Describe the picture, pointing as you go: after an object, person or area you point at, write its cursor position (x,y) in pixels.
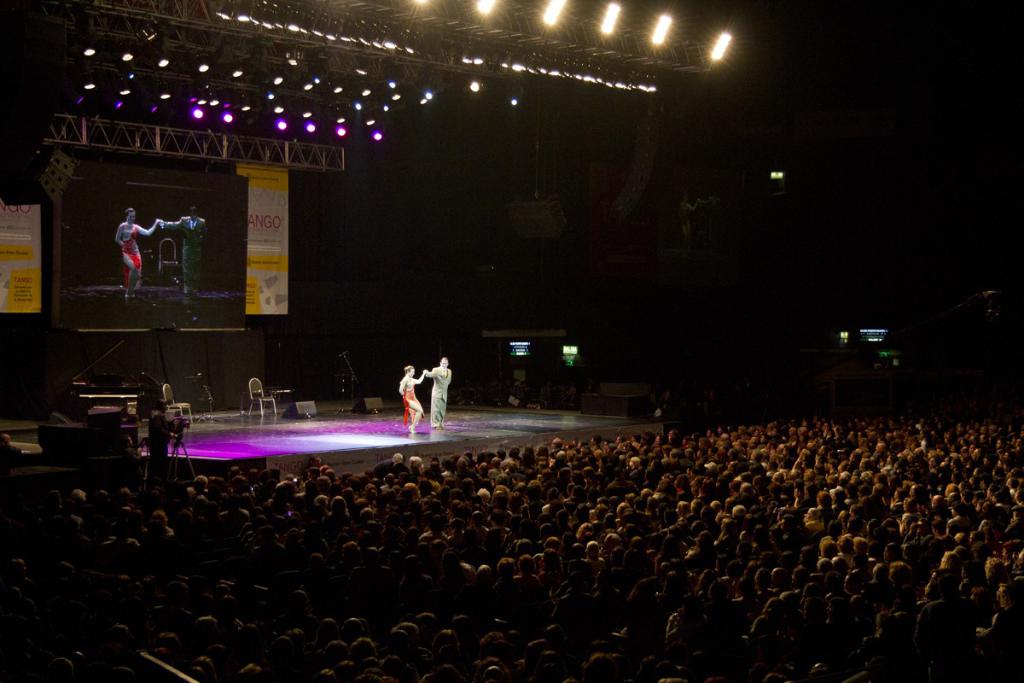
In this picture we can see a group of people (456,654) sitting on chairs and in front of them we can see two people (440,395) standing, chairs (256,394) and some objects (130,414) on stage (379,426) and in the background (498,399) we can see a screen (108,265), banners (277,275), lights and some objects (118,420) and it is dark.
